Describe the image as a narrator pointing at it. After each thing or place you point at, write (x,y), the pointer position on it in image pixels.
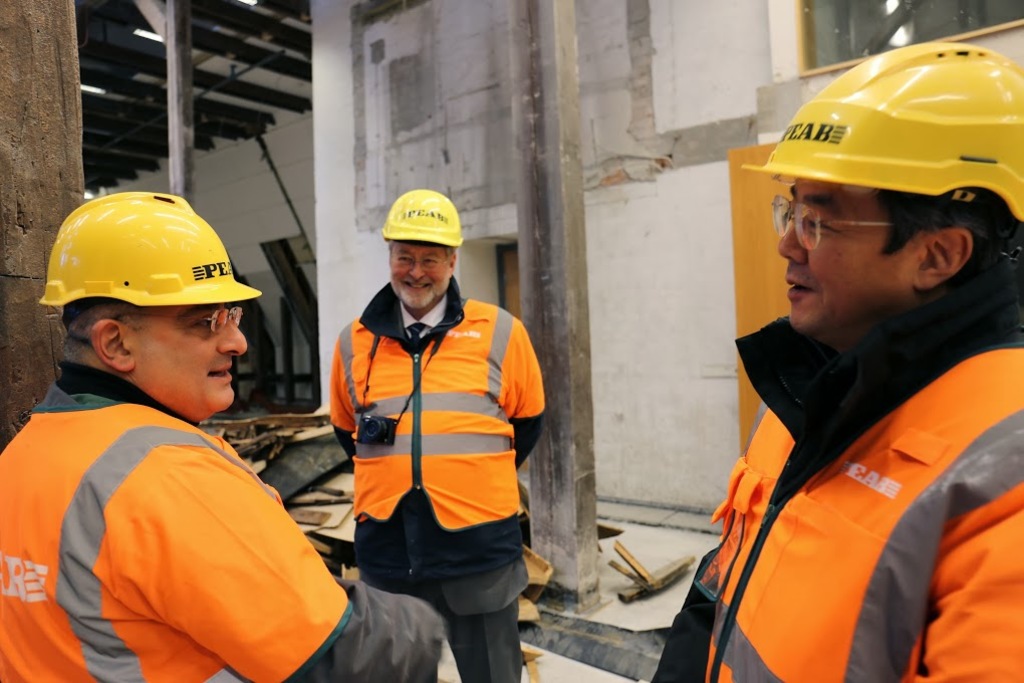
In this image I can see three people (307,580) with black, orange and ash color dresses (367,568). I can also see the helmets (436,204) to these people (984,278). In the background (295,168) I can see the wall (304,117), pillars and wooden objects (280,459). I can see one person (368,550) with the camera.
